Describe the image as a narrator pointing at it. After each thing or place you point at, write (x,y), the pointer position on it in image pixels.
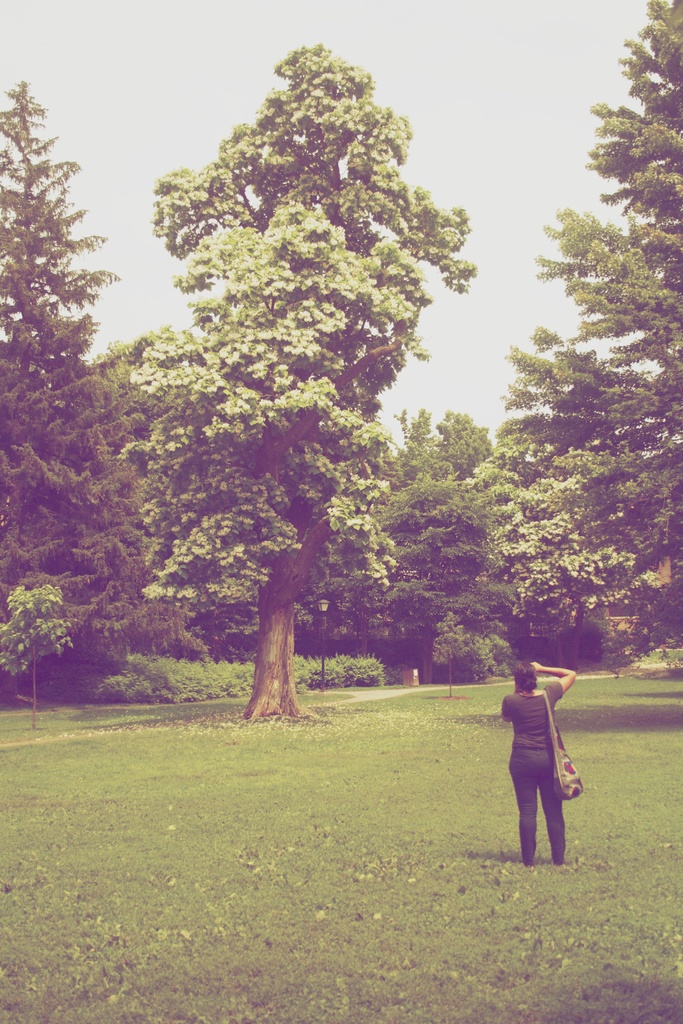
This is an outside view. At the bottom (297,974), I can see the grass (209,963) on the ground (291,879). On the right side (536,739) there is a woman (536,745) wearing a bag (570,779) and standing facing towards the back side (563,771). In the background (440,559) there are many trees (453,579). At the top of the image (483,77) I can see the sky (483,77).
